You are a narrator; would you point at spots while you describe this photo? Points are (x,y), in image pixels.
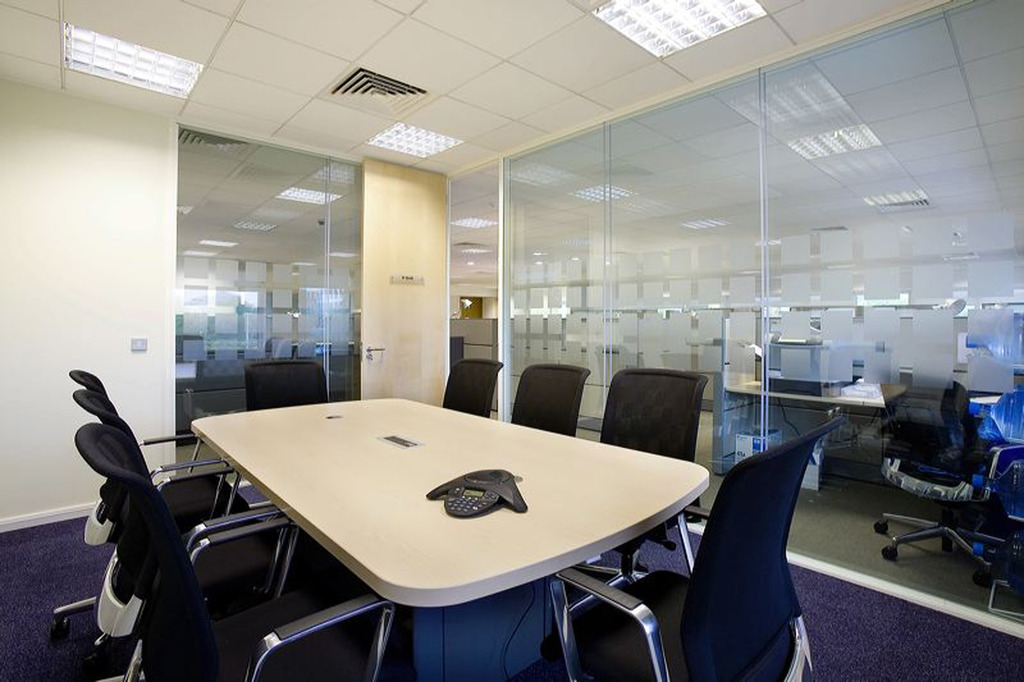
In this image we can see a table (374,557) and chairs (776,520). On table (389,555) one black color thing (477,488) is present. Background of the image (405,226) door (425,263) and glass walls (894,317) are there. At the top of the image (820,15), the roof (239,40) is present with lights (659,47). Behind the glass wall (867,338), one more cabin (894,366) is there. In the cabin (891,499) chair (929,450), table (847,403) and bottles (1009,555) are there.
